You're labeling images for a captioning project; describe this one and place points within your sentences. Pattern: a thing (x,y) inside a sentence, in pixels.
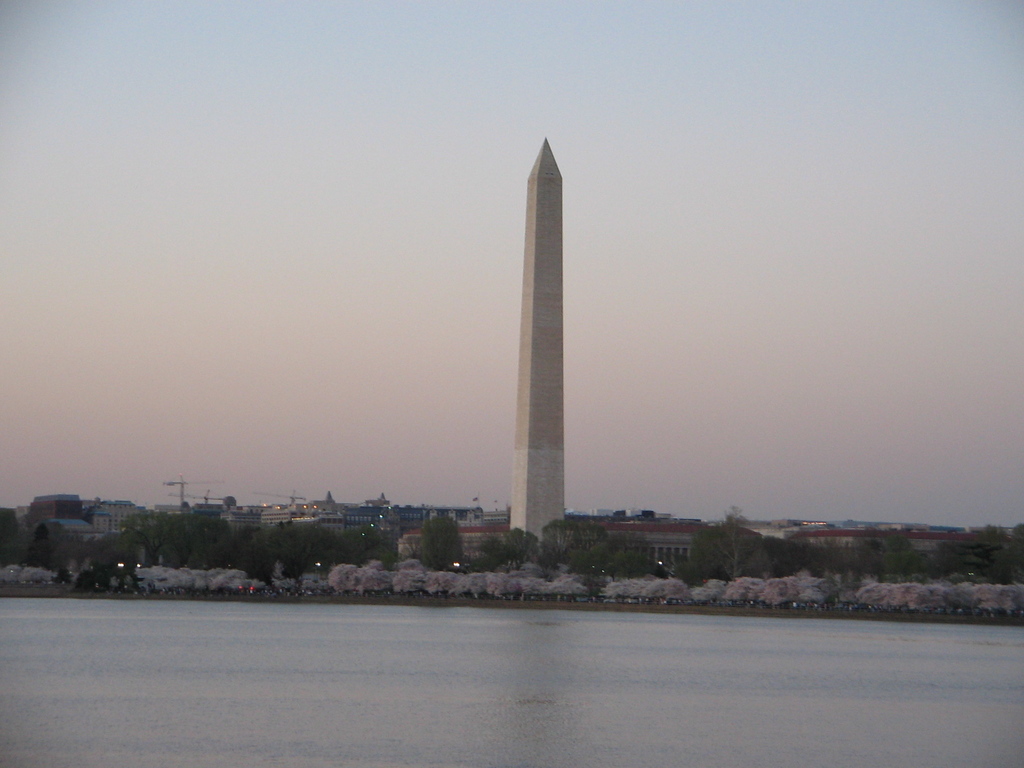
In this image I can see the water (414,687), few trees (519,541) and a tower (550,506). In the background (494,518) I can see few buildings (397,520), few cranes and the sky (338,261).
